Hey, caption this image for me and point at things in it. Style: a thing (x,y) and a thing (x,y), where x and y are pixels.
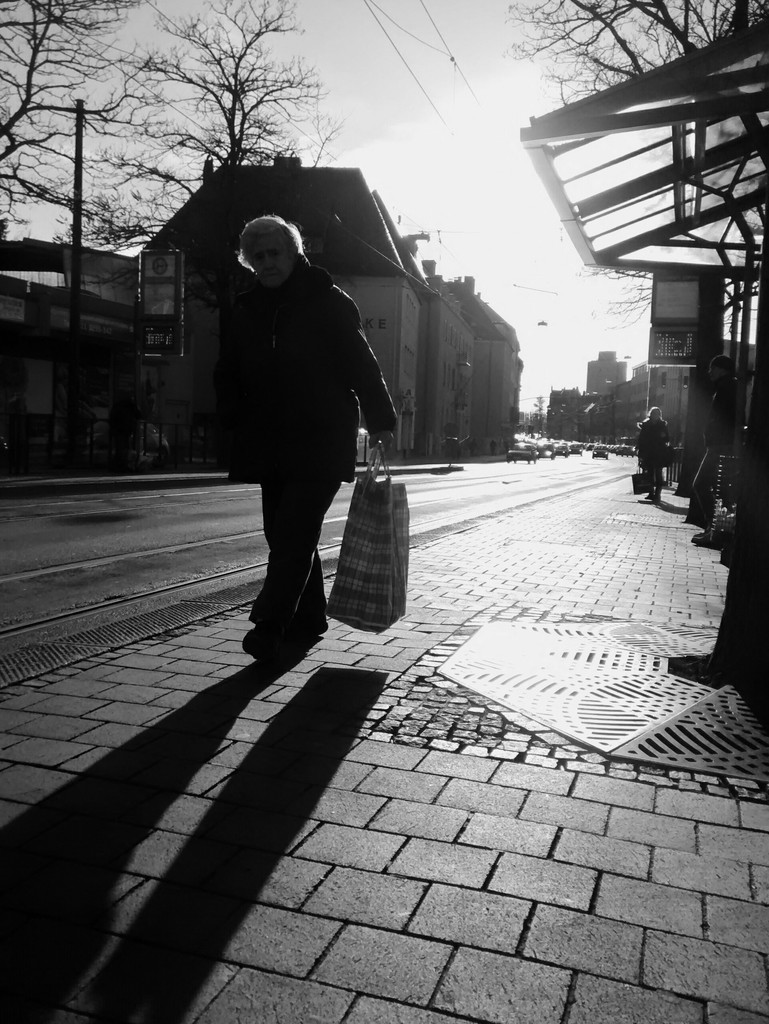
This is a black and white picture, in this image we can see three persons (300,571), among them, two persons (315,571) are walking and holding the bags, there are some buildings (418,315), trees (239,142), wires (375,8) and vehicles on the road (21,633), also we can see the sky (395,87).
